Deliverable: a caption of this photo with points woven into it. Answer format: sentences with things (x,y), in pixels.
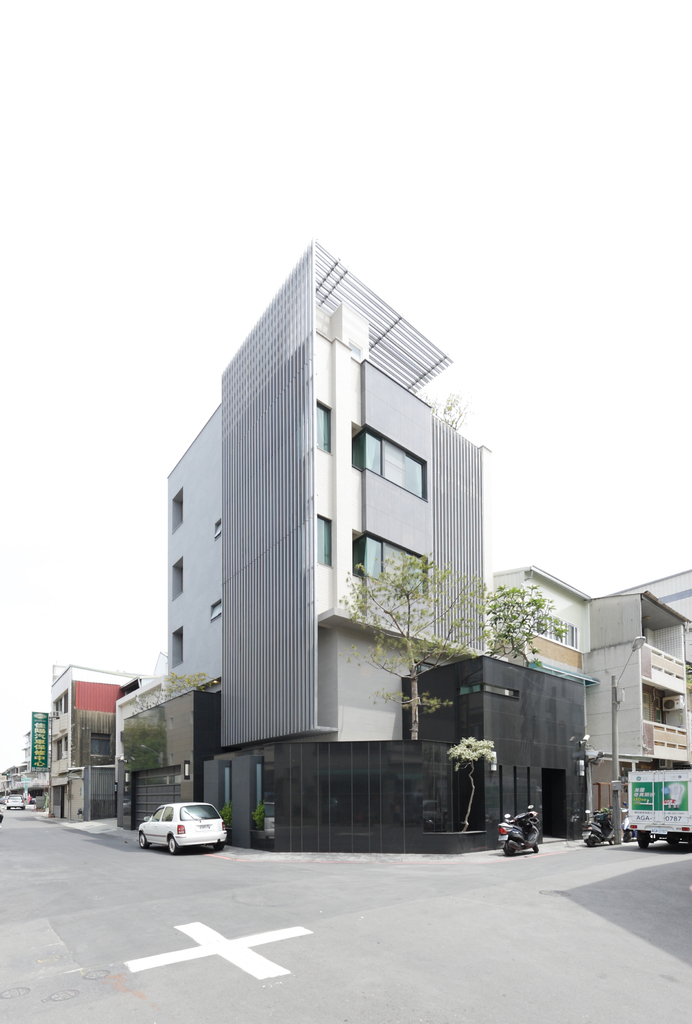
In this picture we can see vehicles (197,834) on the road (299,917), buildings (367,821) and trees (367,609). In the background of the image (584,483) we can see the sky (573,480).
